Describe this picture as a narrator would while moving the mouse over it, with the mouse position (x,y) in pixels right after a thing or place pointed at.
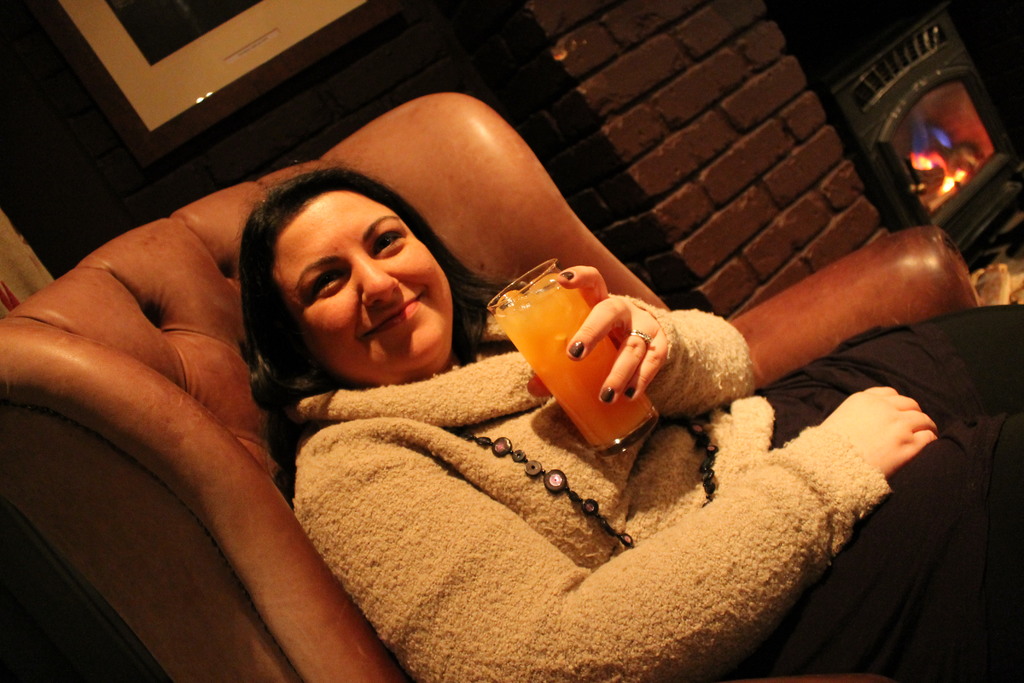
This picture is taken inside the room (356,406). In this image, in the middle (486,437), we can see a woman (522,554) sitting on the couch (376,641) and she is holding a juice glass (587,383) in her hand (625,379). On the right side (980,161), we can see a fire (961,158) and a brick wall (813,255). In the background (107,91), we can see a photo frame (217,95) which is attached to a wall (231,182).
